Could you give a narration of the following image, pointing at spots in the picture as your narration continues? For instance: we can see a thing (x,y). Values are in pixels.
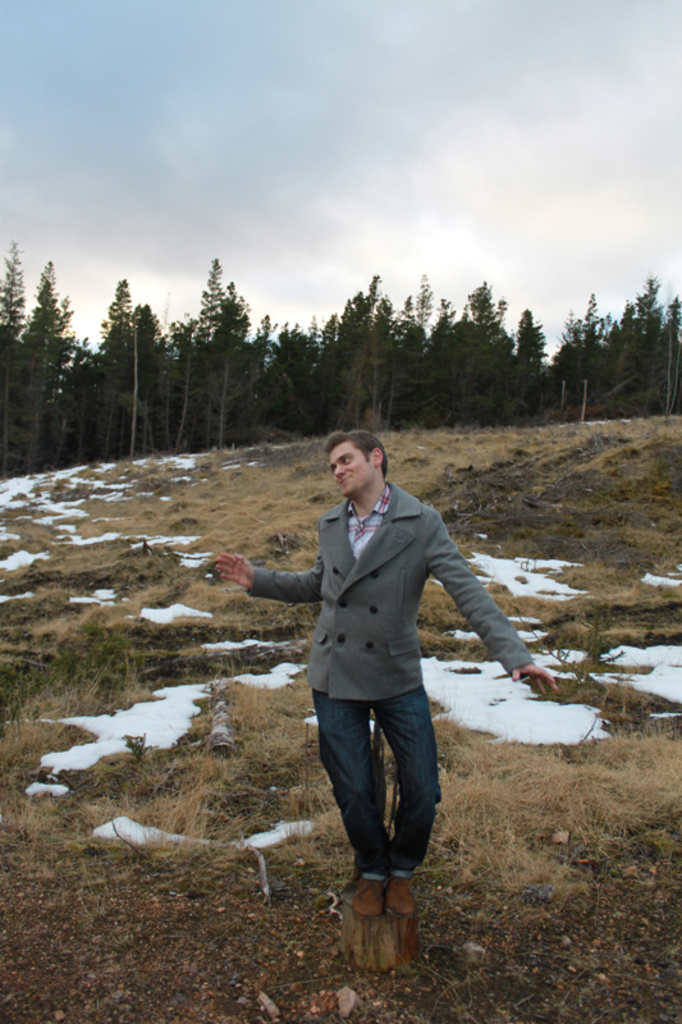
In this image in front (380,849) there is a person (421,738) standing on the wooden log (347,911). At the bottom of the image (174,729) there is grass (234,461) and snow (92,746) on the surface (222,522). In the background of the image (227,436) there are trees (184,443) and sky (427,49).
